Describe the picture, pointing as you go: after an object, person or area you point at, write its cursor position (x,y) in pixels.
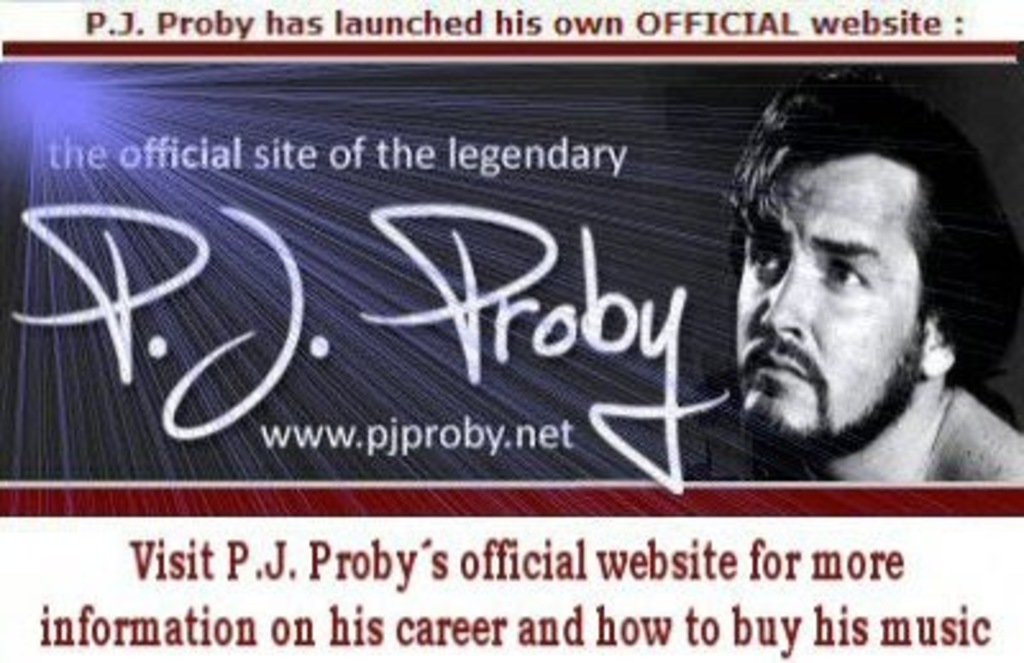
In this image, I can see a poster (351,378) with words (559,312) and a photo (882,461) of a person (844,430).
